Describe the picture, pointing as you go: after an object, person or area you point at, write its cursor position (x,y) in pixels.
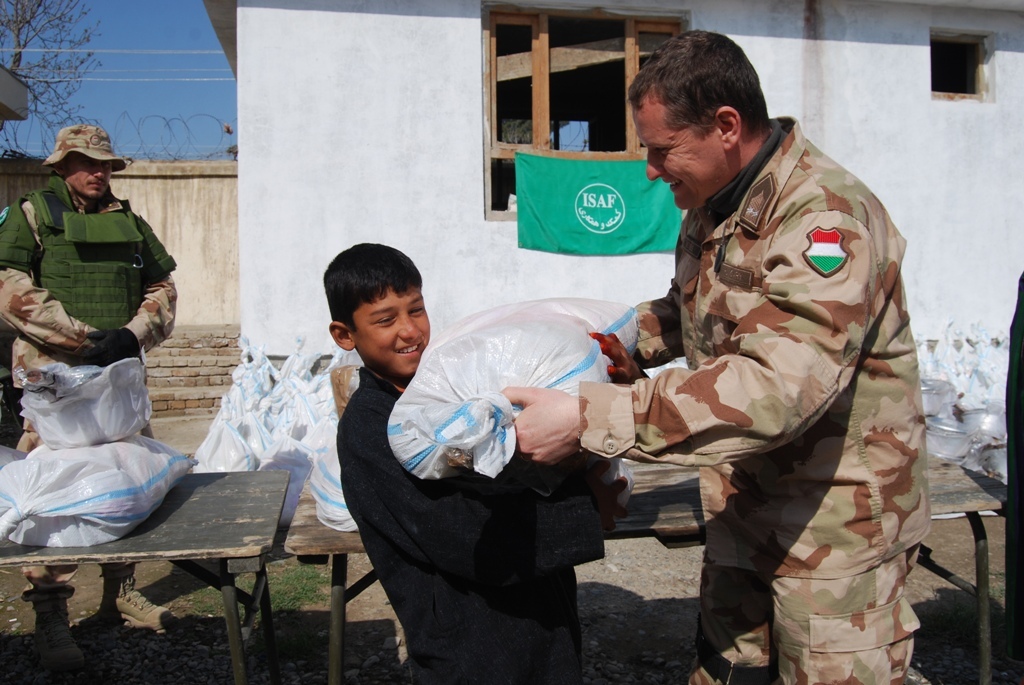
In this image we can see three people (679,407) and two of them are holding a bag (437,416) with their hands (563,388). Here we can see tables (663,521), bags (544,382), and few objects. In the background (612,297) we can see walls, window (640,39), banner (674,244), tree (58,41), and sky (196,142).
